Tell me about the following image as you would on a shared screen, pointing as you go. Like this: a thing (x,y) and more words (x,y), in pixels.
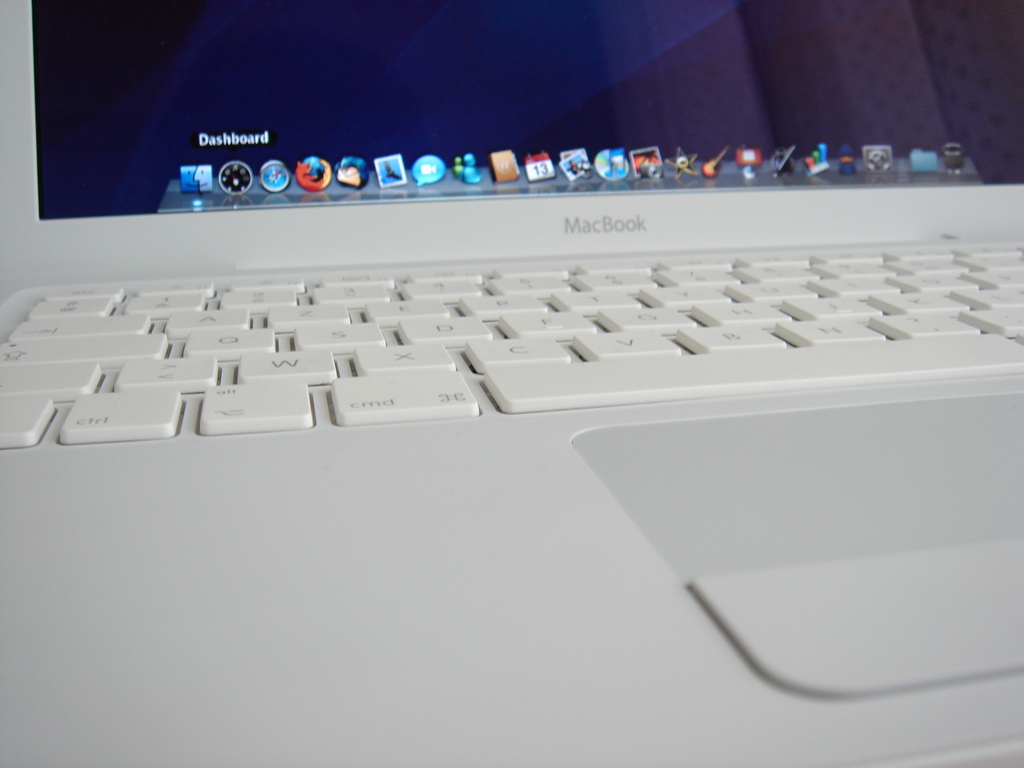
In this picture we can see the partial view of a keyboard (377,333) & the monitor (513,74) of a laptop (501,158).
